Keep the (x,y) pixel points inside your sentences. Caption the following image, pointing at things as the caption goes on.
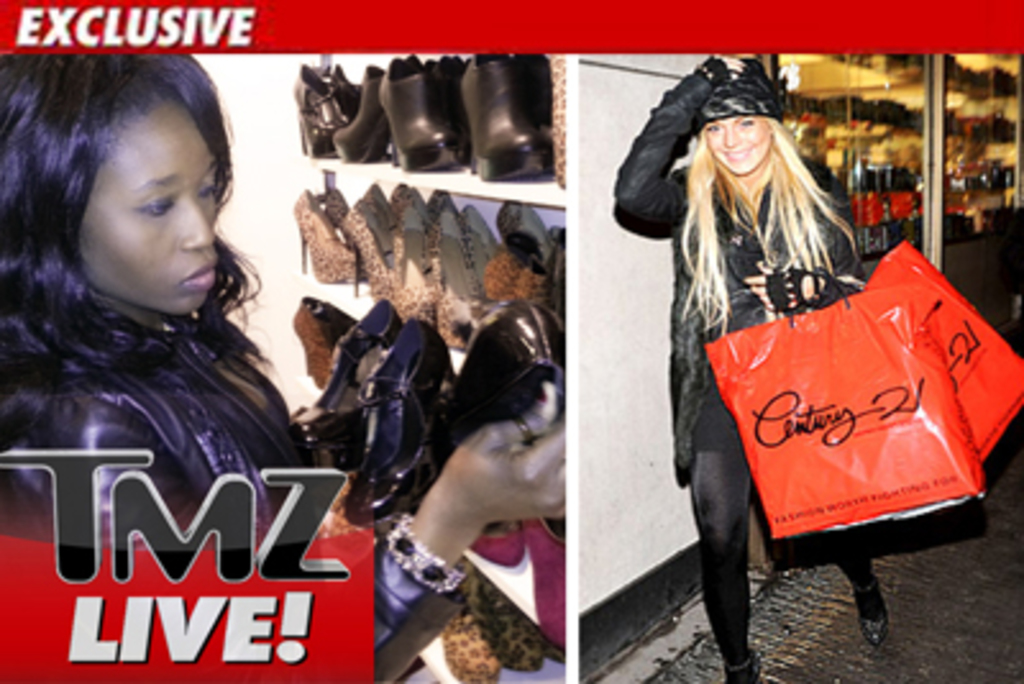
This is a collage image where we can see a woman (718,333) standing and holding covers (807,379) on the right side of this image (773,285). And there is one other woman (236,375) holding shoes (449,435) on the left side of this image (173,342). There is a watermark logo (208,627) at the bottom of this image (198,560) and at the top of this image (206,24) as well.
